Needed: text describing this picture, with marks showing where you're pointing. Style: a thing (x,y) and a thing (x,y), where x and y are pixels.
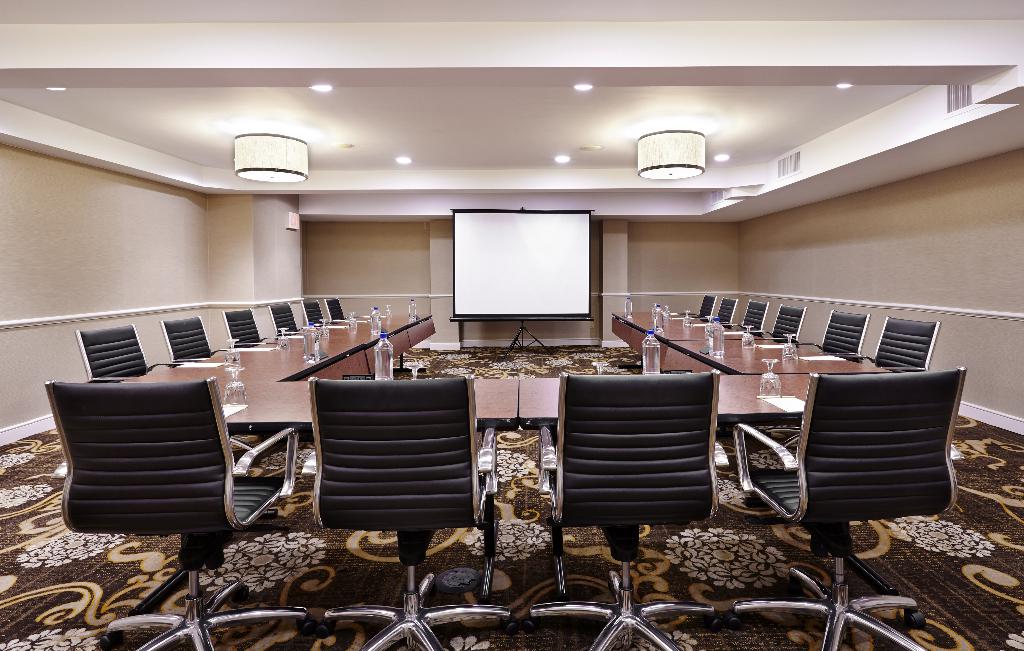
In this image it looks like it is a seminar hall (315,184) in which there are tables (358,363) in the middle (527,388) and there are chairs (188,324) around it. In the middle (516,264) there is a screen (513,249). At the top (370,139) there is ceiling (409,115) with the lights (297,163). On the table (262,367) there are glasses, bottles (314,333) and papers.
